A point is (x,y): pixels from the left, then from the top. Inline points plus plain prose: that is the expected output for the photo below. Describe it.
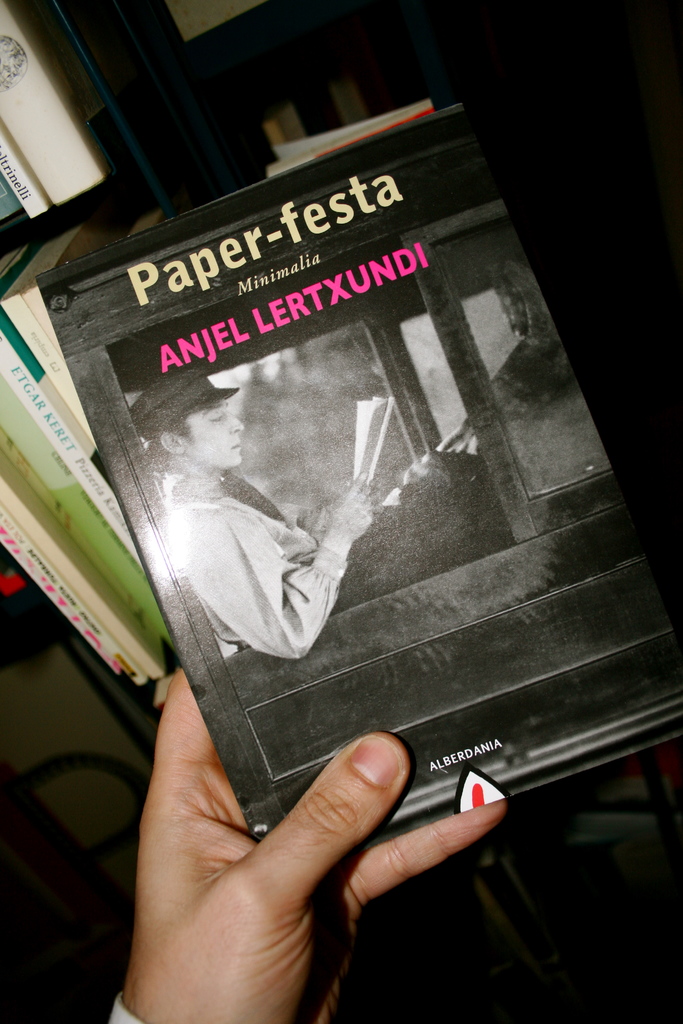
In this image we can see there is a person's hand (346,825) holding a book (391,530). And at the back (237,84) there are racks (446,93) and books (143,583) placed in it.
